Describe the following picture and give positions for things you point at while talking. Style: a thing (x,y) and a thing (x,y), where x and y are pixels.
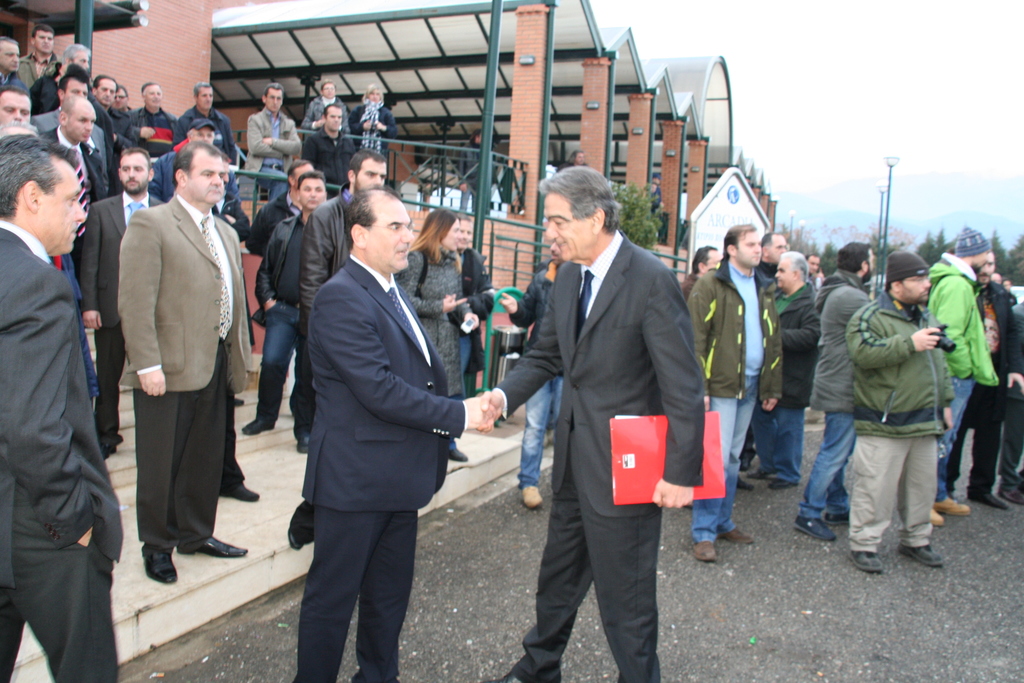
In this image there are some persons (2,259) are standing as we can see in middle of this image (381,338). The person (608,398) standing in middle (639,430) is holding a file (647,475), and there is a building (444,146) in the background (624,170) and there are some poles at right side of this image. There is a sky (803,51) at top of this image (806,58).
